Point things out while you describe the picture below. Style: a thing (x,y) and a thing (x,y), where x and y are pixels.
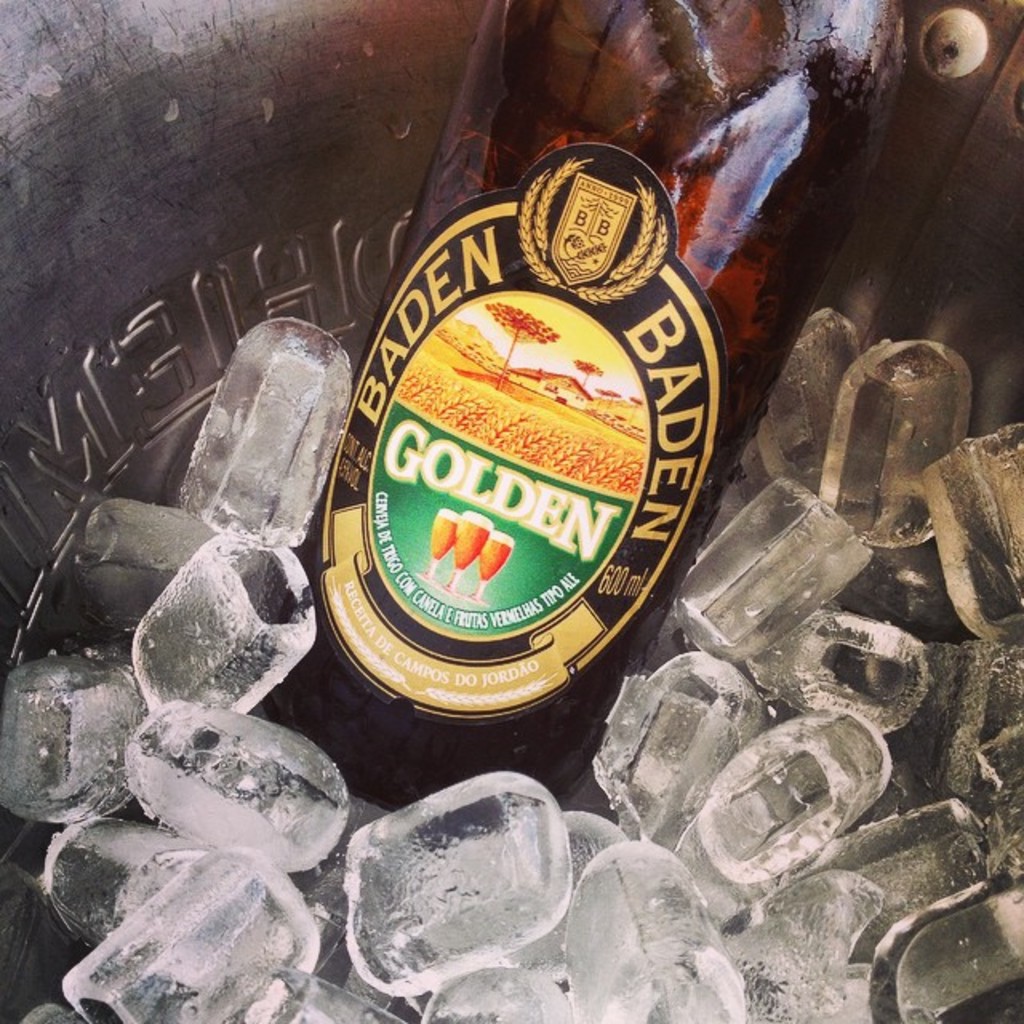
In this picture I can see a silver color thing (291,226) which looks like a bucket (199,232) and in it I can see the ice cubes (281,323) and a bottle (422,429) on which there is a sticker (522,347) and I can see something is written on it and I see the logo (545,228).
